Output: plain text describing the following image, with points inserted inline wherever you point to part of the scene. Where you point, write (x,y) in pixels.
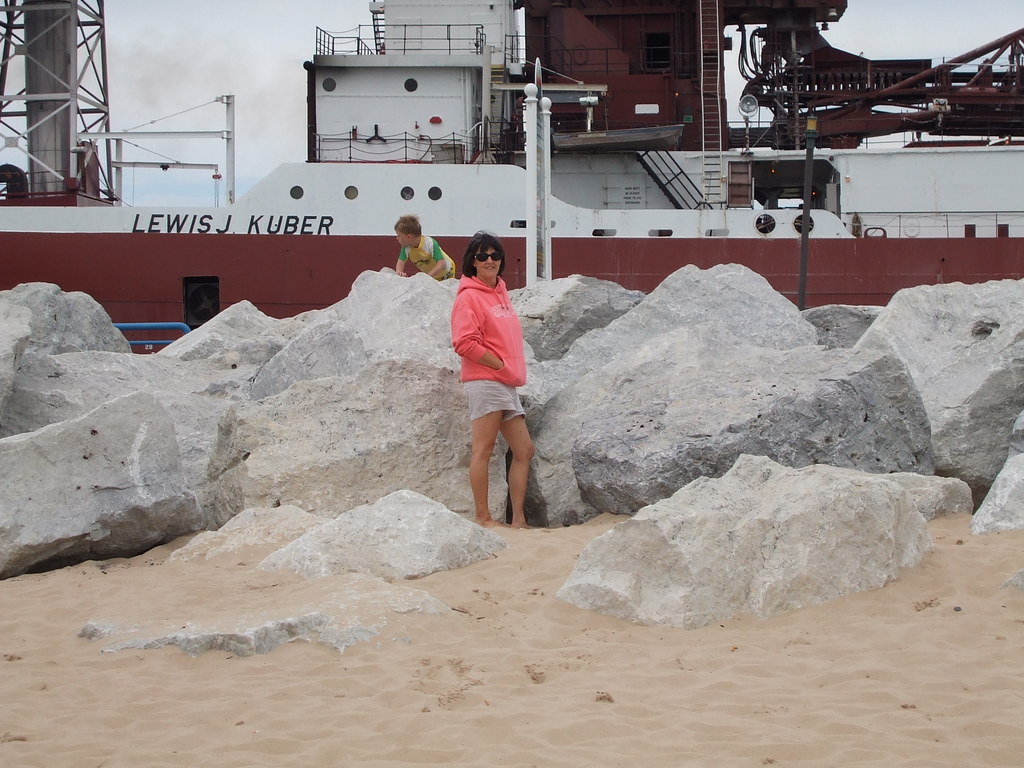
In this image in the middle (498,346), there is a woman (507,369), she wears a jacket (507,369), trouser (506,396), her hair (471,258) is short, behind that there is a boy (438,268). In the middle (400,408) there are stones (540,388) and sand (570,649). In the background (582,158) there is a boat (345,240) and sky (272,95).
